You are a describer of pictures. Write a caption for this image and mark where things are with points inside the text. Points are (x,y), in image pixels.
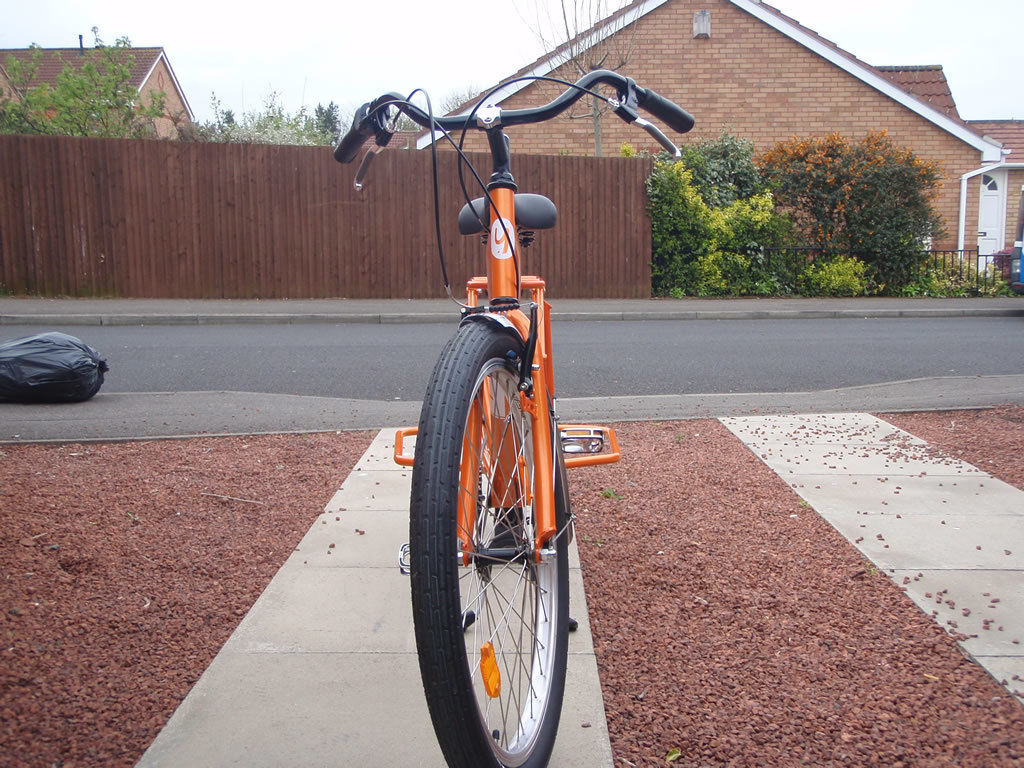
In the center of the image (457,450), we can see a bicycle (520,490) on the side way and there is a bag (88,378) on the road (239,352). In the background (336,107), there are buildings (781,129) and trees (838,239).
